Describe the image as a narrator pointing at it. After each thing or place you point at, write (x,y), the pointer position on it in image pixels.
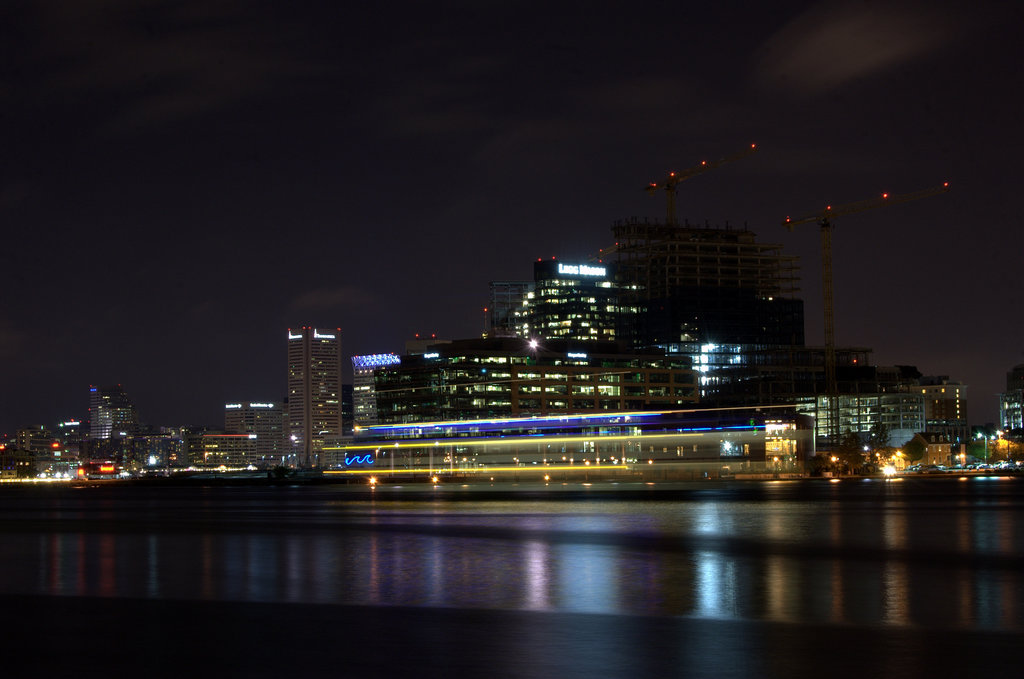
This picture is clicked outside the city. At the bottom of the picture (521,566), we see the water (461,598). There are many buildings (908,421), trees (996,449) and street lights (652,464) in the background (460,385). At the top of the picture (550,99), we see the sky (357,222). This picture is clicked in the dark.
